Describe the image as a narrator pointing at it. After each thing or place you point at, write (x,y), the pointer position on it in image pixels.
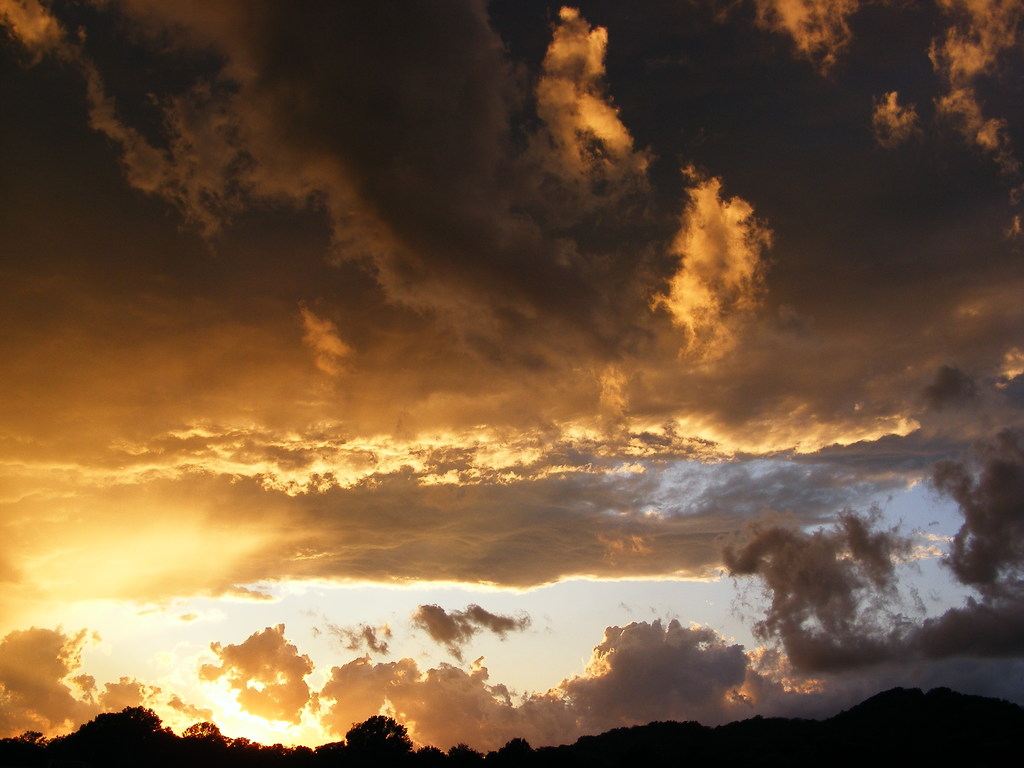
These are the clouds (698,300) in the sky (671,243). At the bottom of the image (126,739), I can see the trees (220,734).
